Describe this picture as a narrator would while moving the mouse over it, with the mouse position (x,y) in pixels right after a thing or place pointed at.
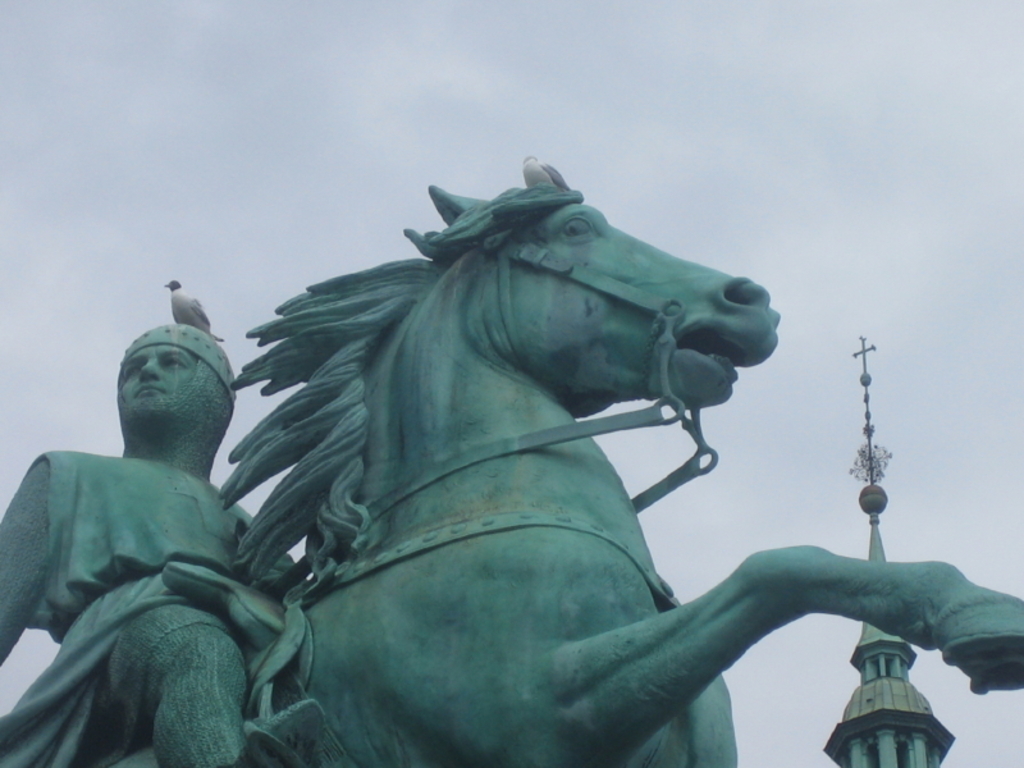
This image consists of a statue (151,535) of a person (193,521) and a horse (501,523). In the background (917,753), we can see a tower (903,708). At the top (102,164), there is a bird (182,310) and there are clouds (284,189) in the sky (224,218).
